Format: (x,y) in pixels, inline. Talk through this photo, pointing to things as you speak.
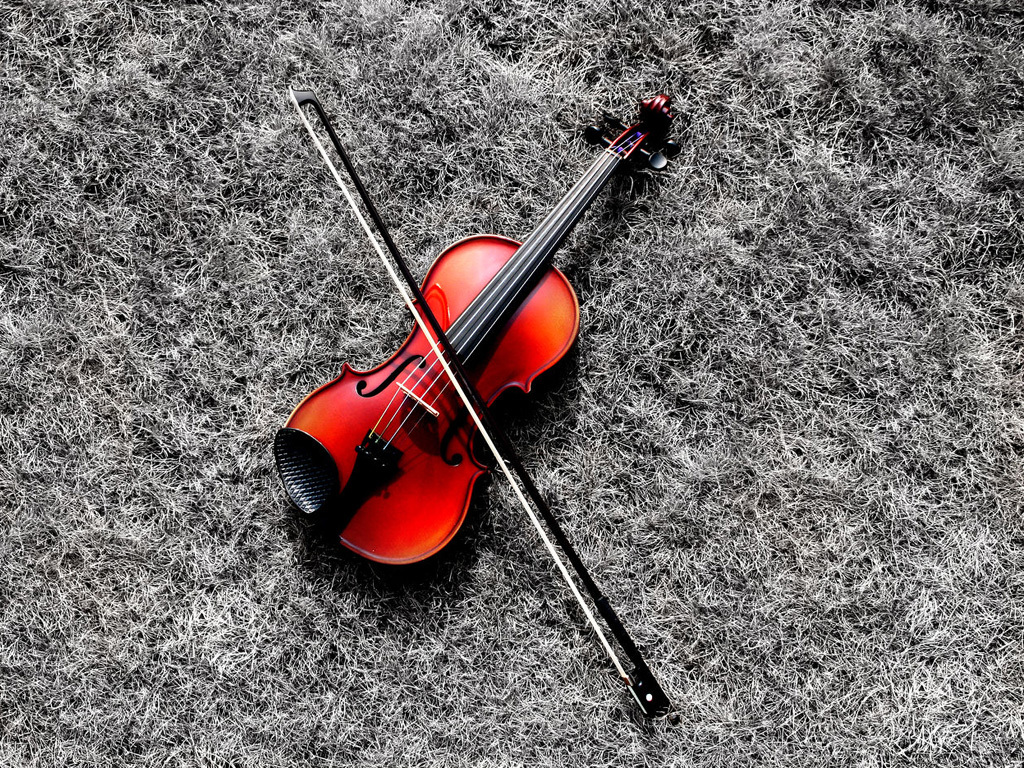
In a given image I can see a musical instrument (431,375).
